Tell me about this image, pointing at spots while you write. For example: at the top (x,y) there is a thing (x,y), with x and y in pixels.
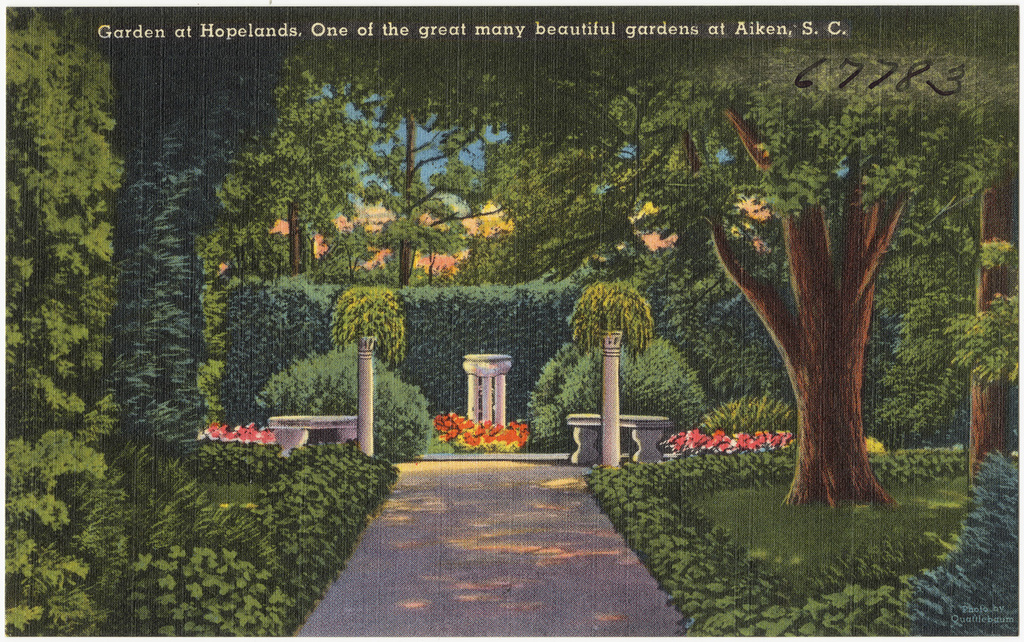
In this picture we can see painting (398,254), here we can see some trees (531,240), plants (398,344), bushes (530,354), pillars (366,391) and some text (154,33).
